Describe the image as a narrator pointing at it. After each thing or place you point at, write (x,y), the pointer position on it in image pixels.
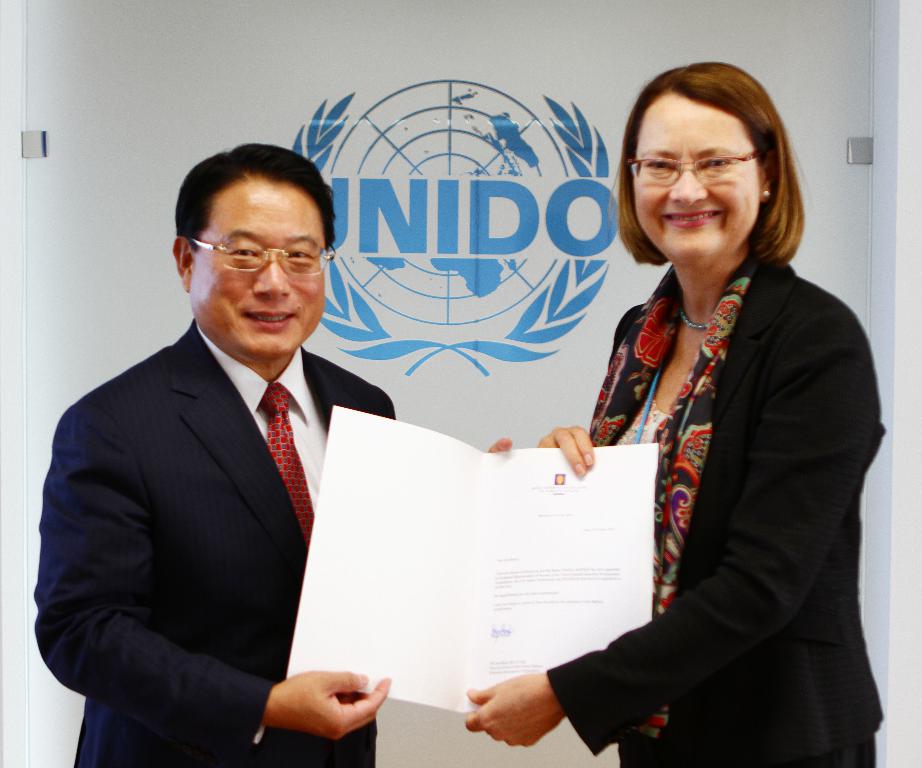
In this image there is a woman (674,401) and a man (173,479) standing. They are smiling. They are holding a paper (433,574). Behind them there is a banner (226,56) on the wall (670,12). There are text (444,225) and a logo (435,154) on the banner (443,315).
